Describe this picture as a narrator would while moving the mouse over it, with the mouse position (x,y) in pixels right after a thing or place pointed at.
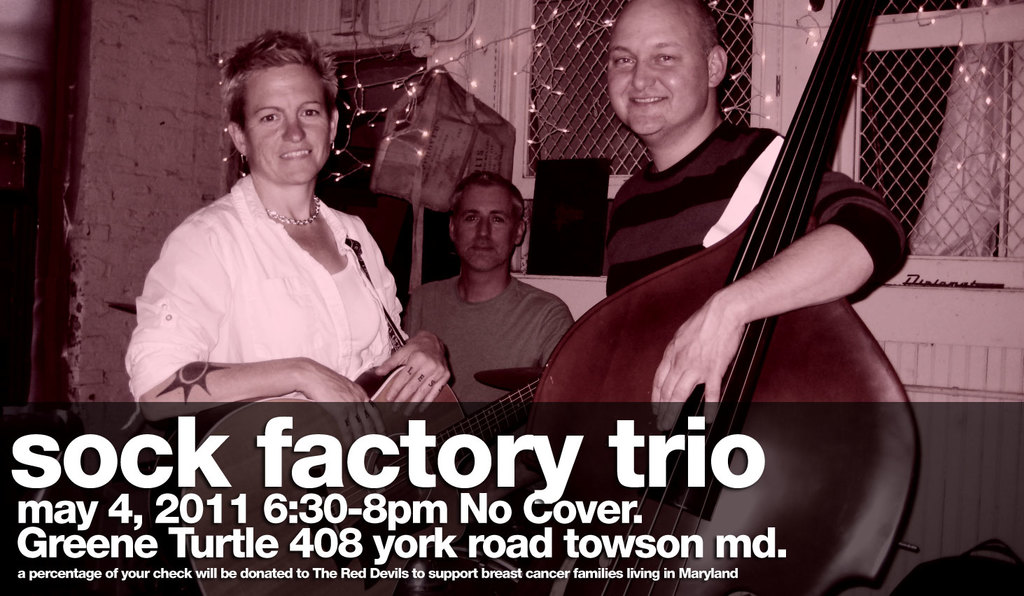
This is an edited image. There is something written on the down side. There are three persons (801,256) in this image. two of them are holding musical instruments (767,487). There are lights (529,112) on the top (542,57). There is a woman (305,309) and two men (471,275).
